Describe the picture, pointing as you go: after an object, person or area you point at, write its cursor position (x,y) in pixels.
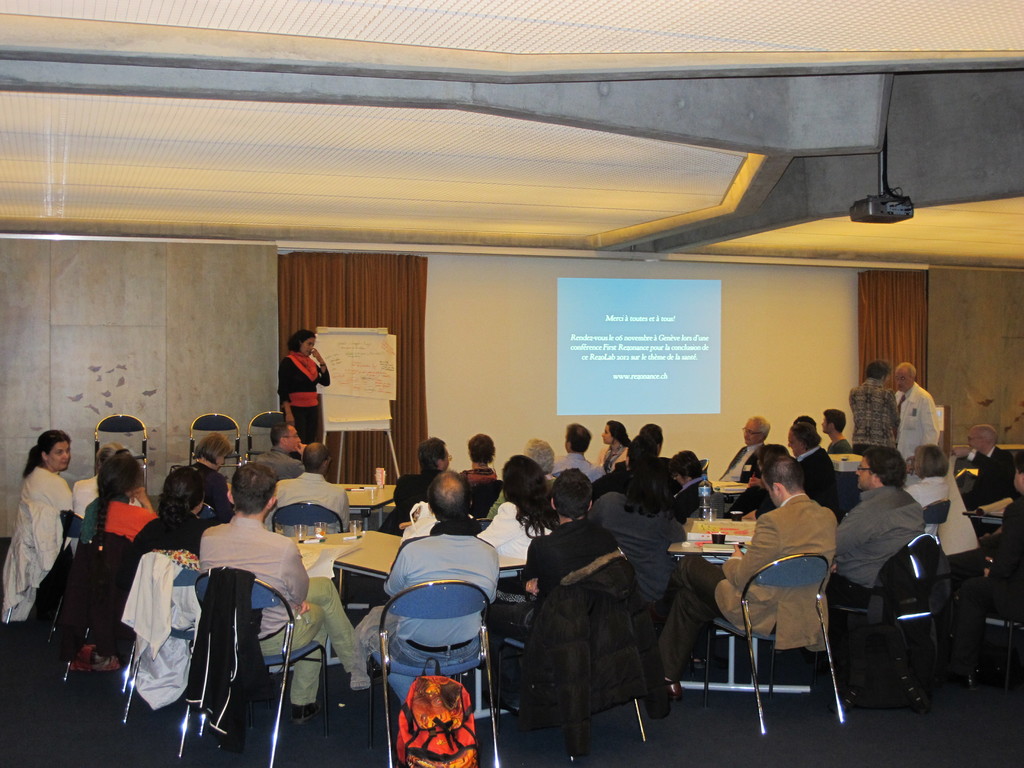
In this image there are lot of people (322,484) who are sitting on the chairs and In the background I see a screen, 3 persons (857,413) standing and a board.
